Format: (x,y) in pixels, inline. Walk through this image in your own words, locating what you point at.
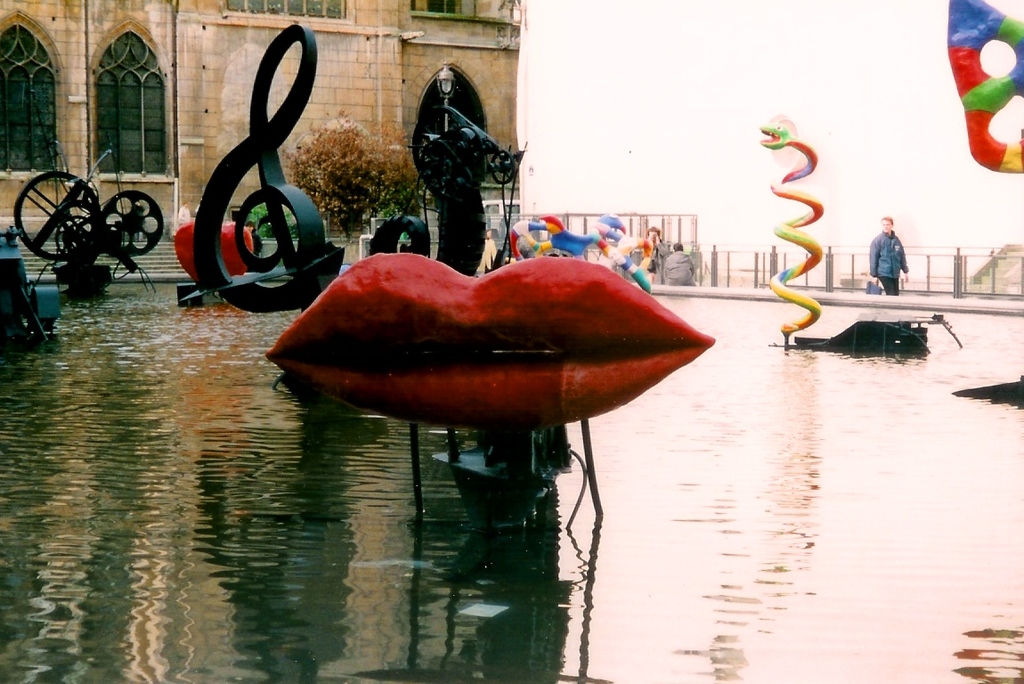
In the picture there is water (631,452), there are many symbols (672,358) present in the water (825,470), there is a tree (325,158), there is a building (381,82), there are many people (879,275) present, there is a clear sky (745,238).
